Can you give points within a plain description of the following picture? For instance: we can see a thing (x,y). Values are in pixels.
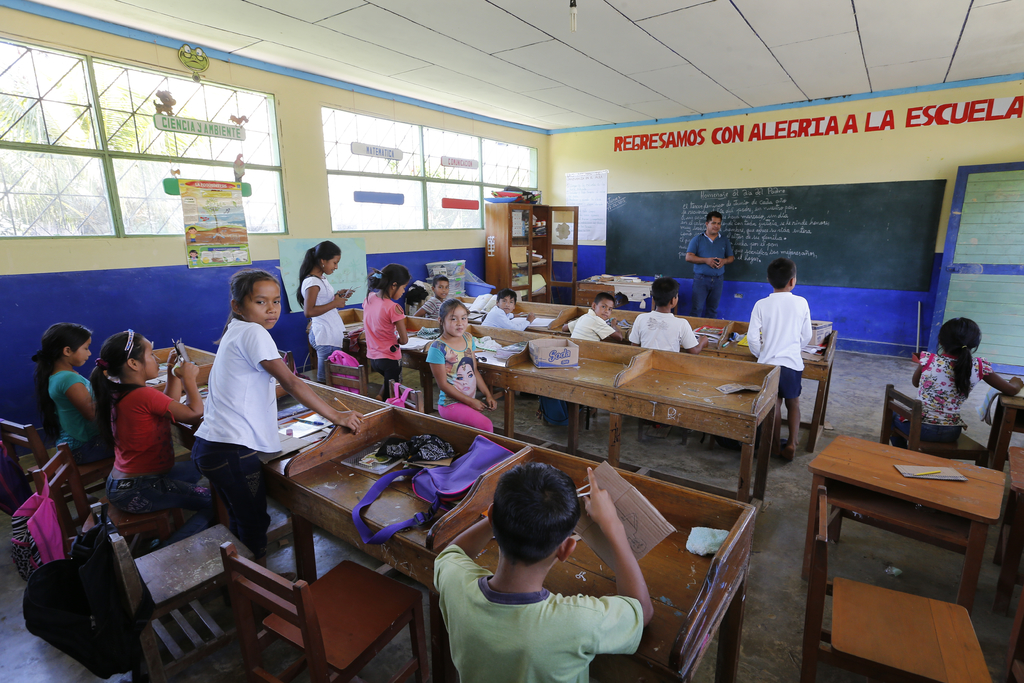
In this image there are a few people (66,416) sitting on the chairs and there a few people (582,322) standing. In front of them there are tables (674,393). On top of it there are bags (455,489), books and a few other objects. In the background of the image (703,279) there is a person (698,252) standing in front of the board (789,214). There is some text (791,218) on the board (827,240). There is some text (795,133) on the wall (760,146). There is a poster (579,178) attached to the wall (555,165). There are boards (400,153) on the glass windows (397,186). Through glass windows (503,169) we can see the trees (111,169). On the right side of the image (991,253) there is a door (976,262). There is a cupboard (555,257). Inside the cupboard (520,246) there are a few objects (534,250). On top of it there are bags (539,194). On top of the image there is a light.
